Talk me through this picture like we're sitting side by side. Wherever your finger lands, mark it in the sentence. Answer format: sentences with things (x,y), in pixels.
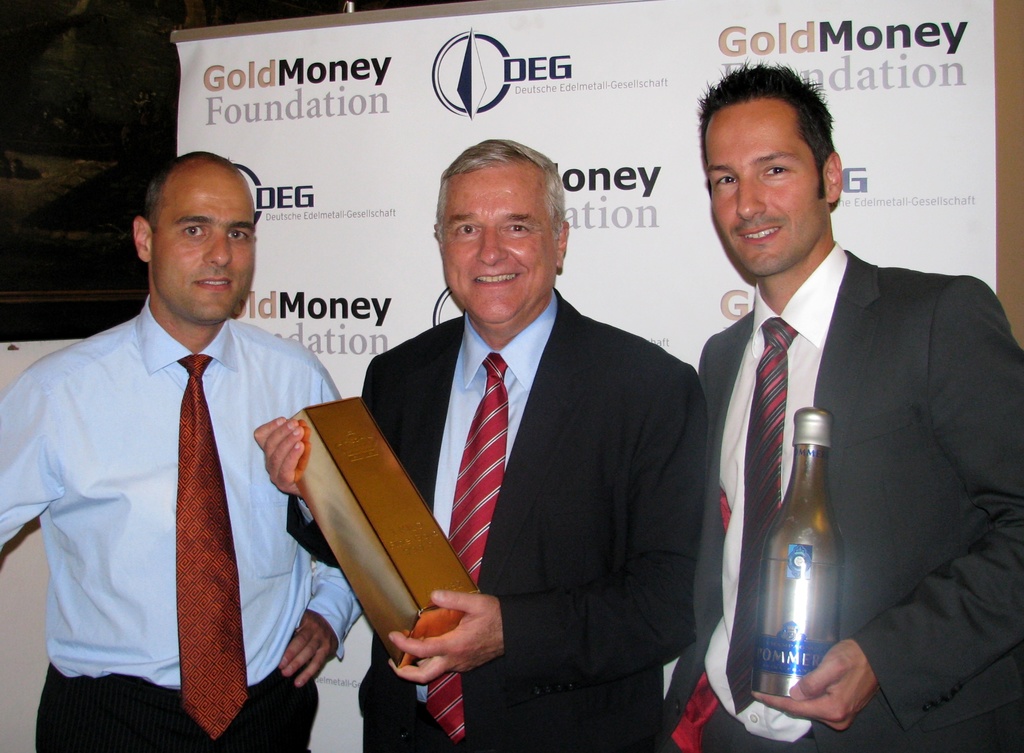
In the middle of the image (363,496) three persons (958,642) are standing, smiling and holding a gold bar (363,402) and a bottle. Behind them there is a banner (392,254).
